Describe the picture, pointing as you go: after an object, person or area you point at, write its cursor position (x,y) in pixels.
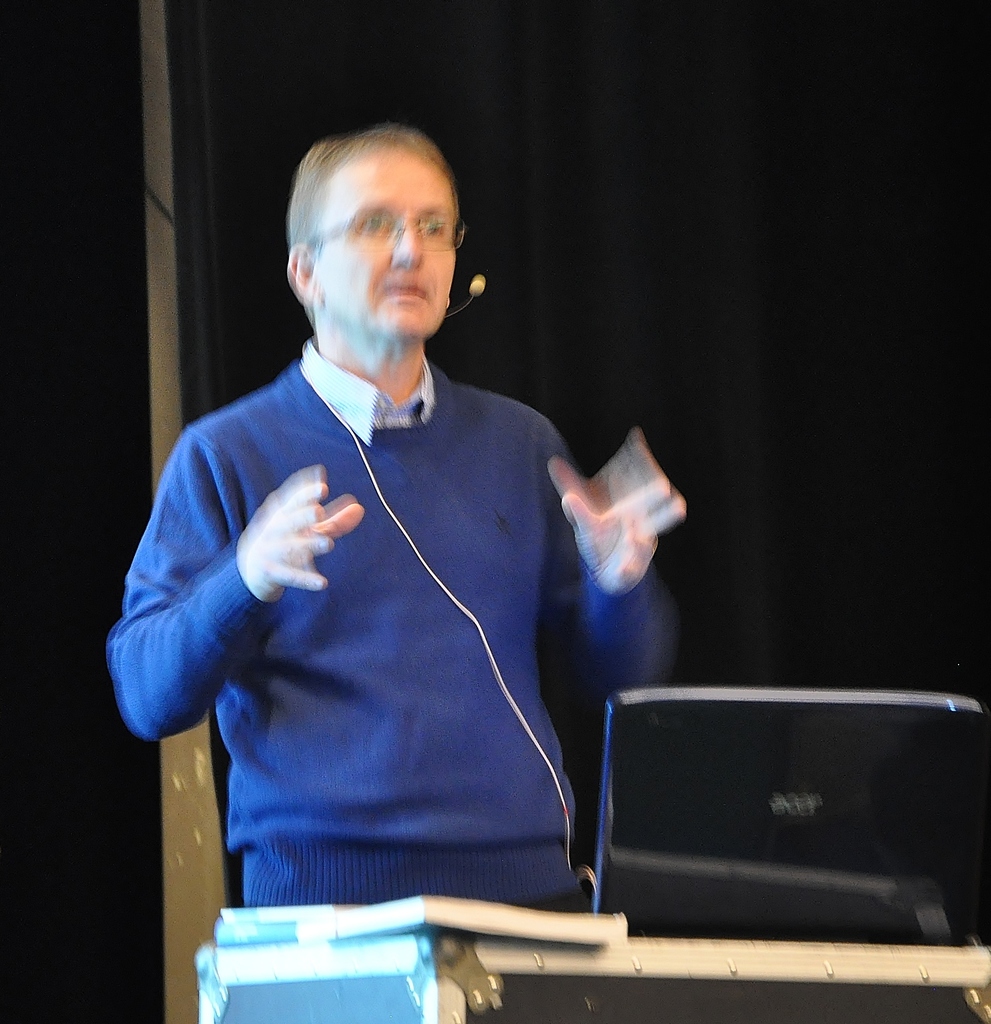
In this image there is a person (385,389) standing, in front of the person (381,563) on the table (566,946) there are books (554,918) and a laptop (694,821), behind the person (359,685) there is a curtain (180,292).
